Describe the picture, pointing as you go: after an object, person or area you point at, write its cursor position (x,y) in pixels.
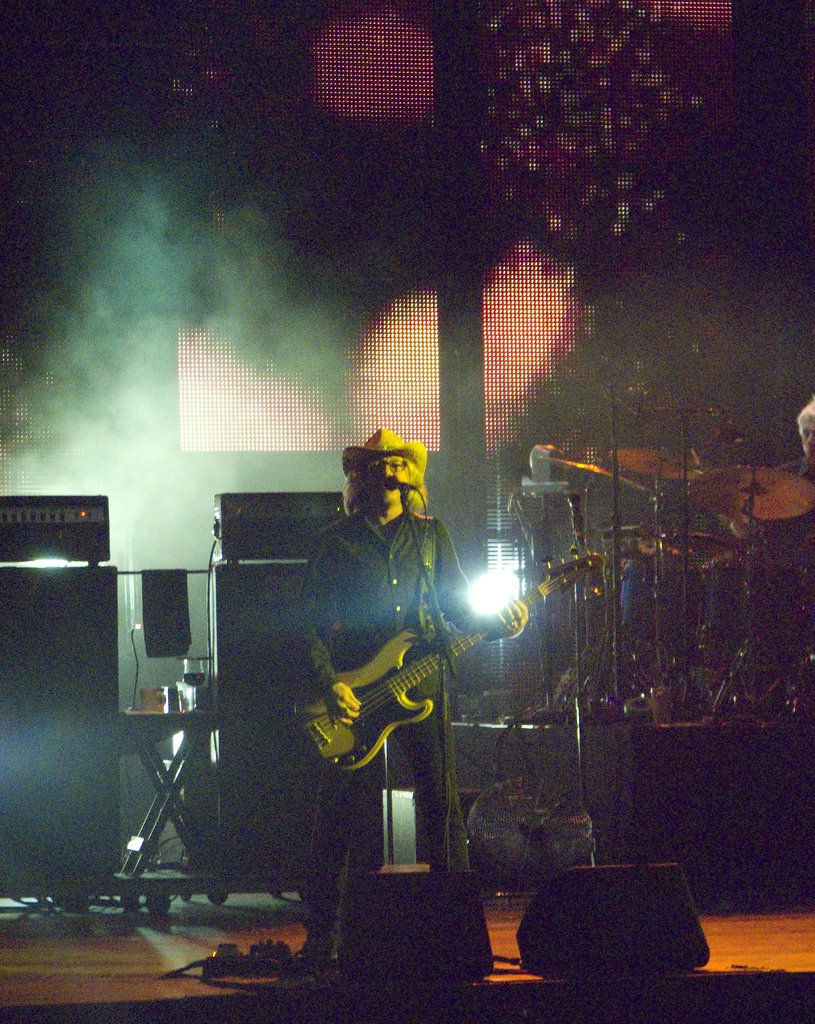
The man (369,477) in black jacket (386,586) is playing a guitar (416,665) in-front of mic (402,490). These are musical instruments (751,523). An electronic devices (273,738).
